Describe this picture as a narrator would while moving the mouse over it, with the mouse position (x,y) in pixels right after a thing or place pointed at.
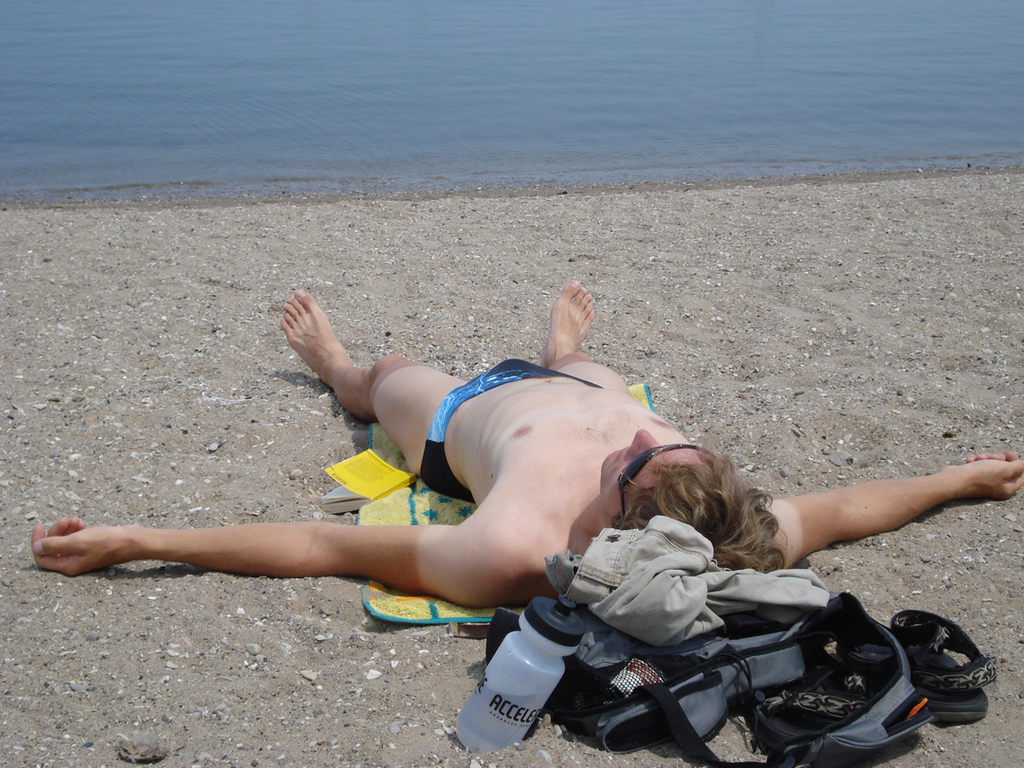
In the image in the center (426,504) we can see water bottle (509,708), jacket (651,580), backpack (841,753), footwear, book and mat (397,599). And we can see one person (534,572) lying. In the background (376,85) we can see water (599,94).
